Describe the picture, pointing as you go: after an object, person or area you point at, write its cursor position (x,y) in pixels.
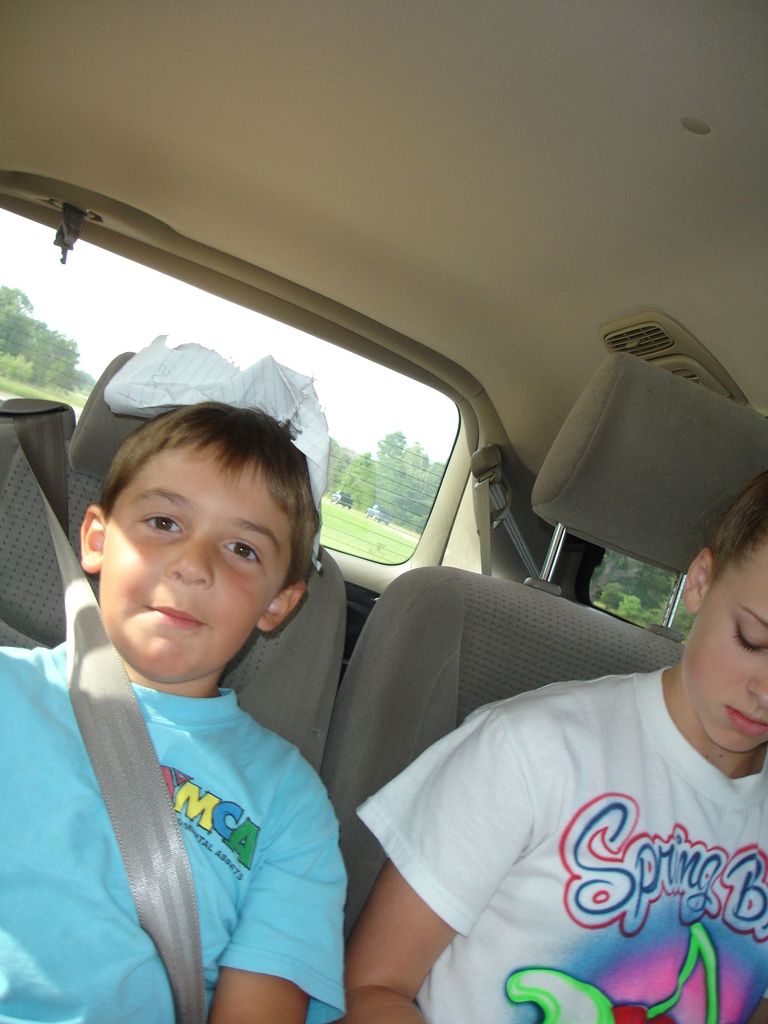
In this picture there are two kids (232,604) sitting inside a car (311,636) and there are trees (369,503) in the background (369,490).
